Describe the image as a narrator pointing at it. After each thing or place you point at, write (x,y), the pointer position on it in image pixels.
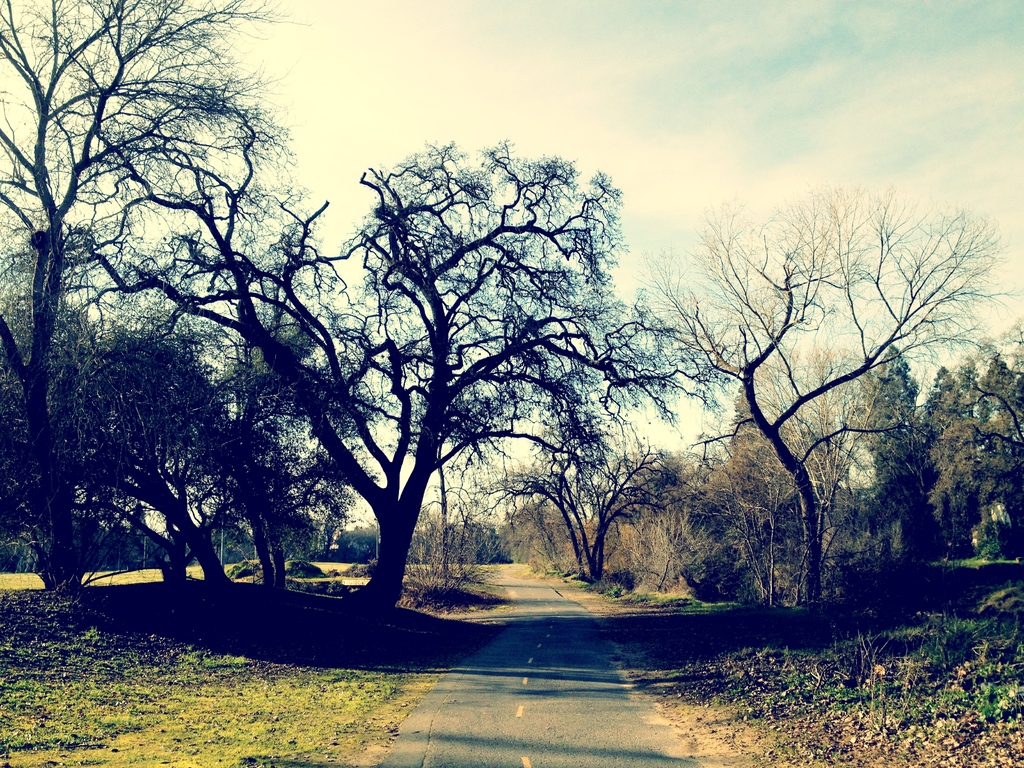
In this image there are trees (584,420) and there is grass (274,672) on the ground (298,690) and the sky (799,105) is cloudy.
